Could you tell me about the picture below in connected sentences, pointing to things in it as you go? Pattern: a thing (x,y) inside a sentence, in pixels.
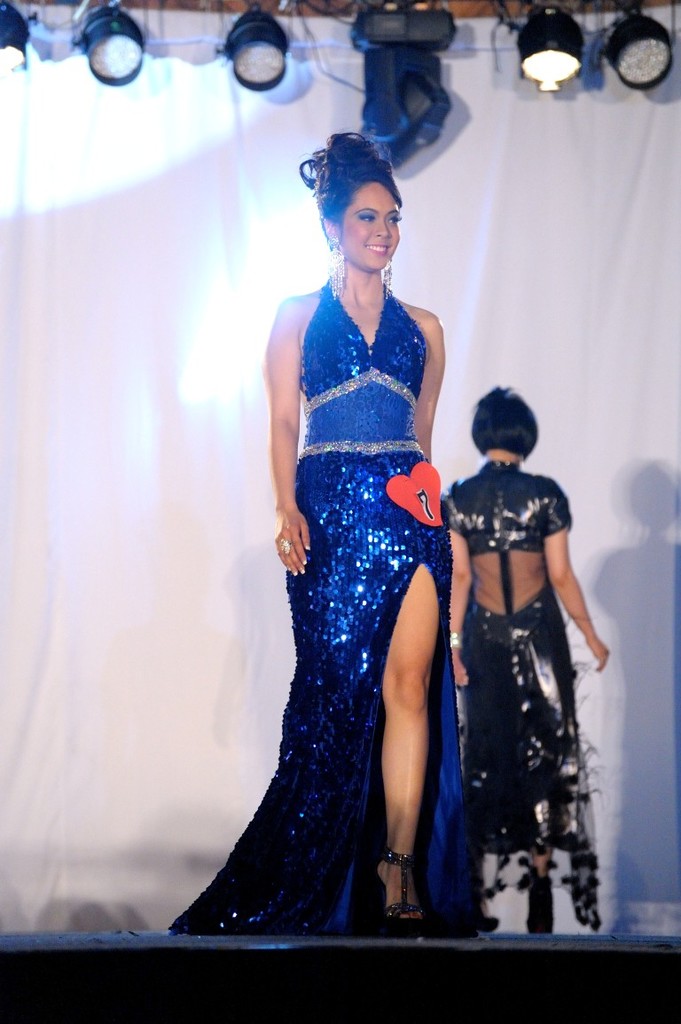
In this image I can see few people (413,561) are wearing different color dresses (355,780). I can see few lights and the white color cloth (573,260).
